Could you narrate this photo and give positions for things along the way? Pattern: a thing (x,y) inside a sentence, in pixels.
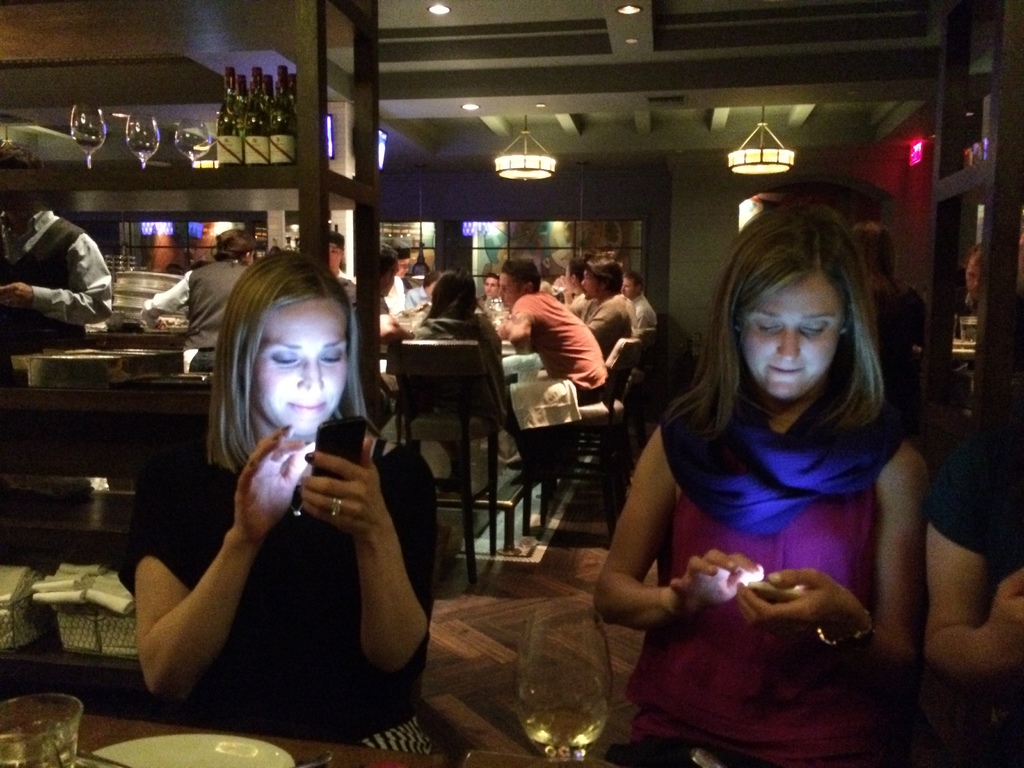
In this image I can see number of people (275,347) are sitting on chairs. In the front (344,500) I can see two women (381,517) are holding phones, I can also see a table (446,763) in the front of them and on this table (95,747) I can see few glasses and a white colour plate (168,762). On the top of this image (225,135) I can see number of lights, few bottles (230,151) and few more glasses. On the bottom left side of this image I can see few clothes (37,599).
